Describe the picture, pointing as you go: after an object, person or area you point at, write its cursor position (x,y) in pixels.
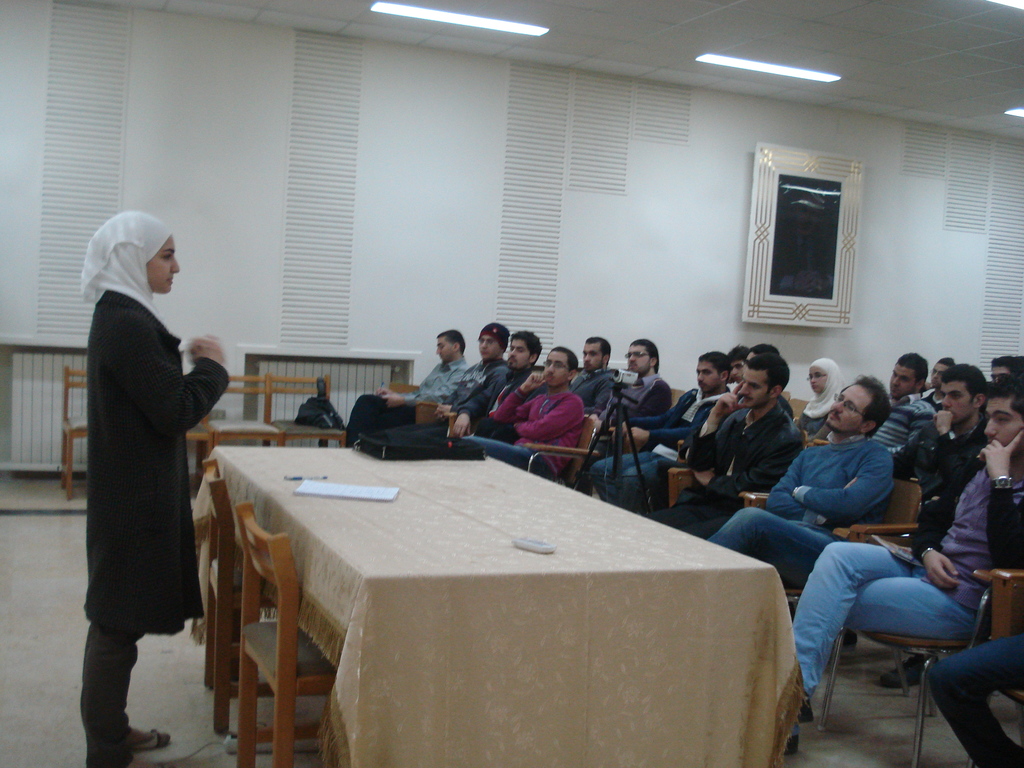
In the image we can see there are lot of people (699,371) who are sitting on chair (672,483) and a woman (193,417) is standing in front of them and they are looking at each other.
